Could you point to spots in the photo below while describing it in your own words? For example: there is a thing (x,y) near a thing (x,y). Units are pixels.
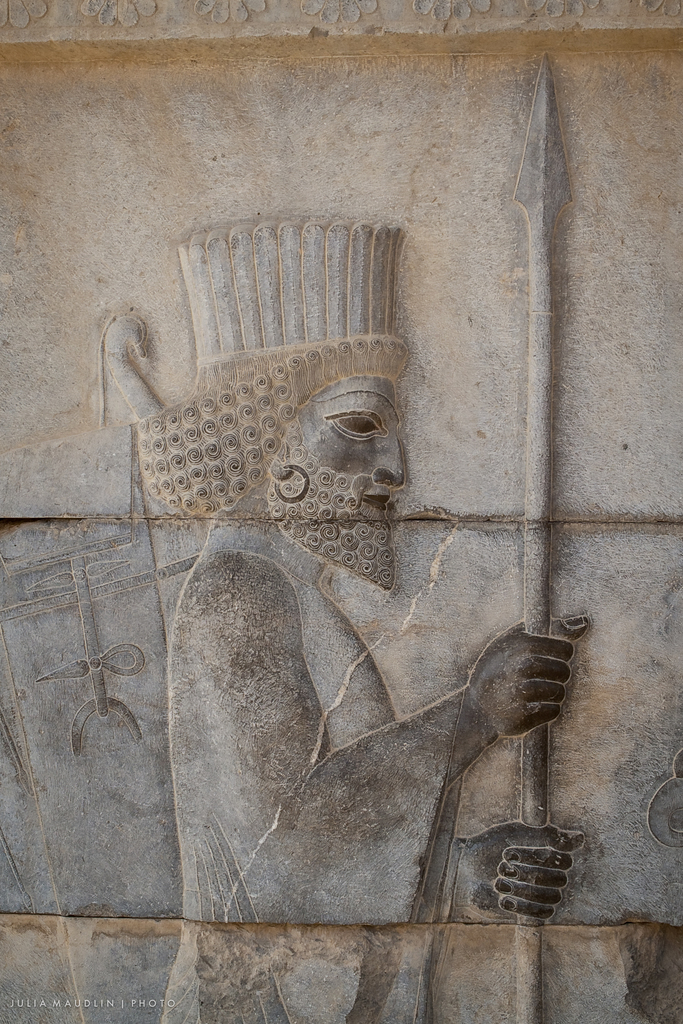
There is a wall (646,646) with a sculpture (294,594) on it. On the left corner (46,1006) something is written.
